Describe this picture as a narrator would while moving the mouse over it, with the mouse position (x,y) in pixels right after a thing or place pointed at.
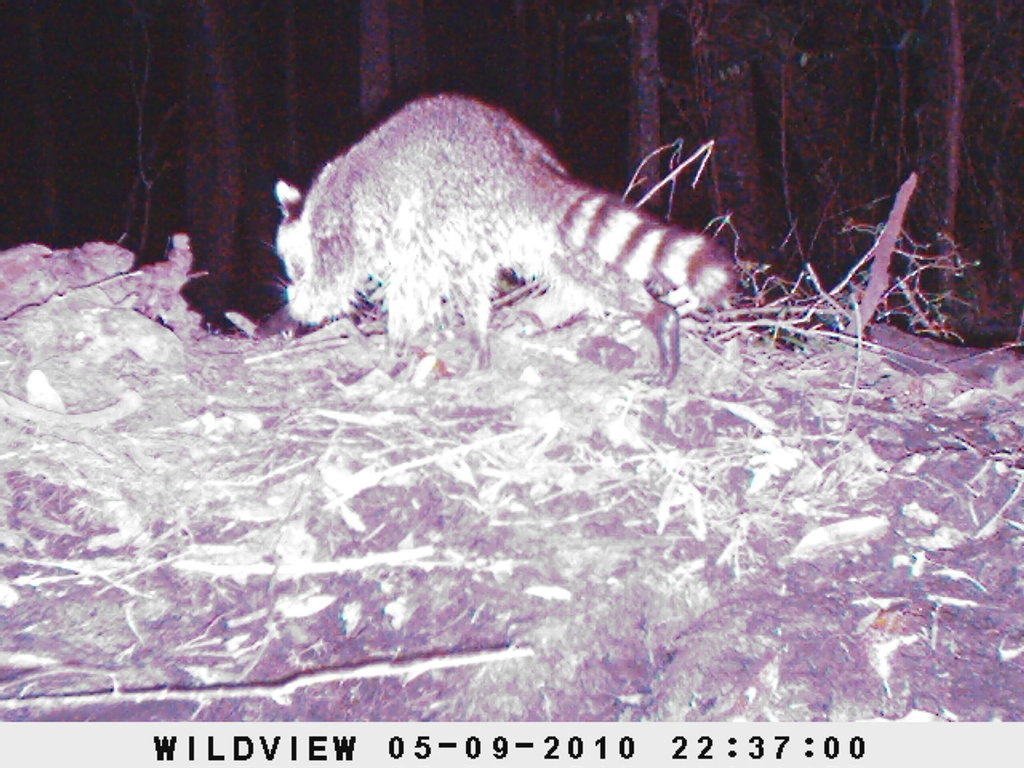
To the bottom of the image (985,538) there is a ground (405,458) with leaves (537,479). In the middle of the image (418,275) there is an animal (470,108). Behind the animal (380,182) there are trees (315,81). And to the bottom corner of the image (429,749) there is a date (617,756) and time (813,741).
